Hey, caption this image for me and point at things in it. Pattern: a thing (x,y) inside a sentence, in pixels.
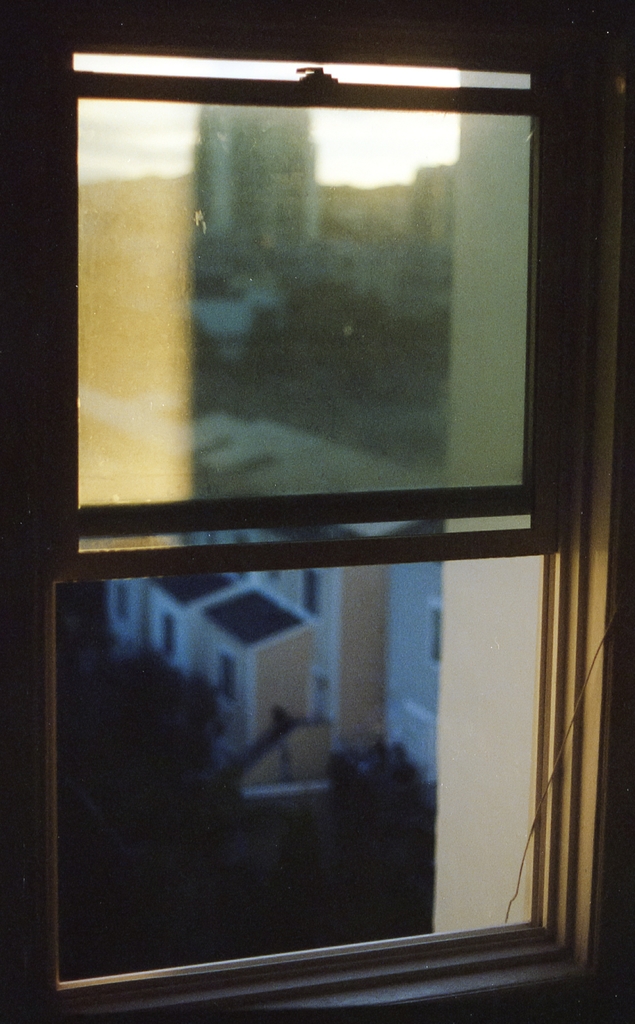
There is a window (141,468) in the foreground area of the image (148,509) and buildings (244,632), sky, it seems like trees (195,705) and a vehicle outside the window (56,645).
